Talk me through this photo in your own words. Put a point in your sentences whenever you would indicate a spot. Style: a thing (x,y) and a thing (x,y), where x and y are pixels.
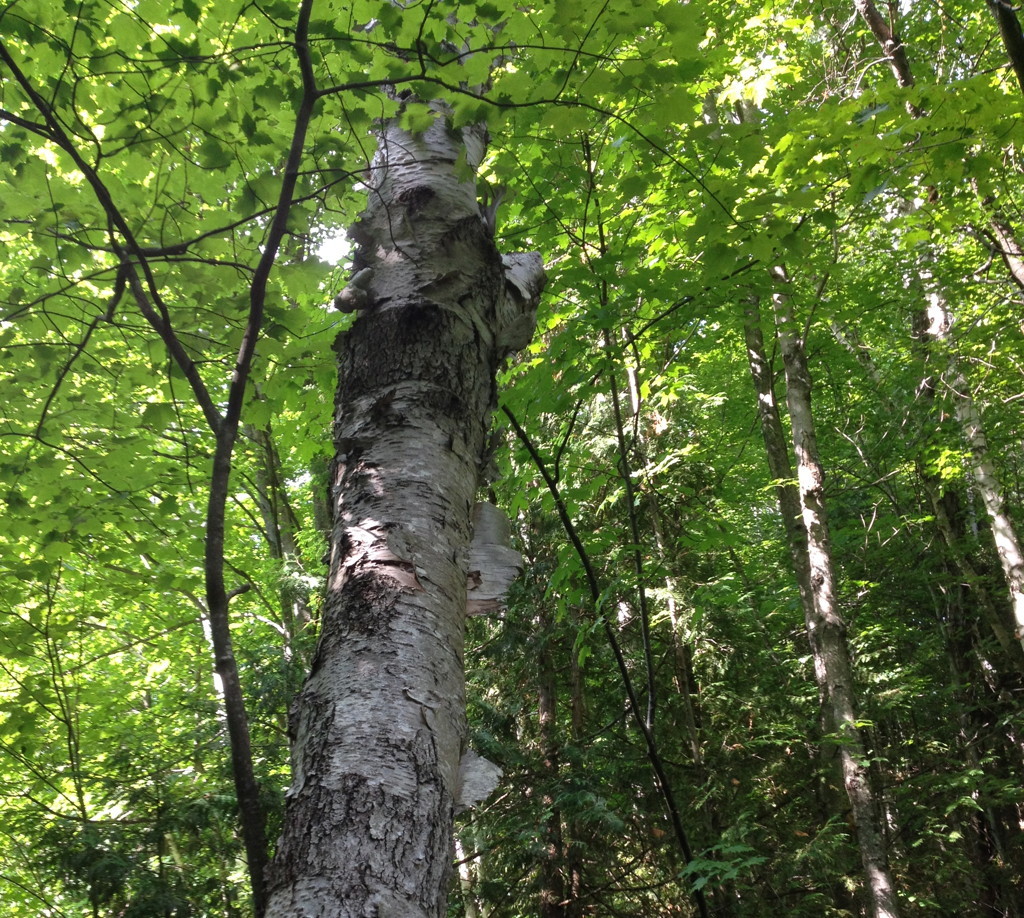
In this image we can see the trees (598,548).
